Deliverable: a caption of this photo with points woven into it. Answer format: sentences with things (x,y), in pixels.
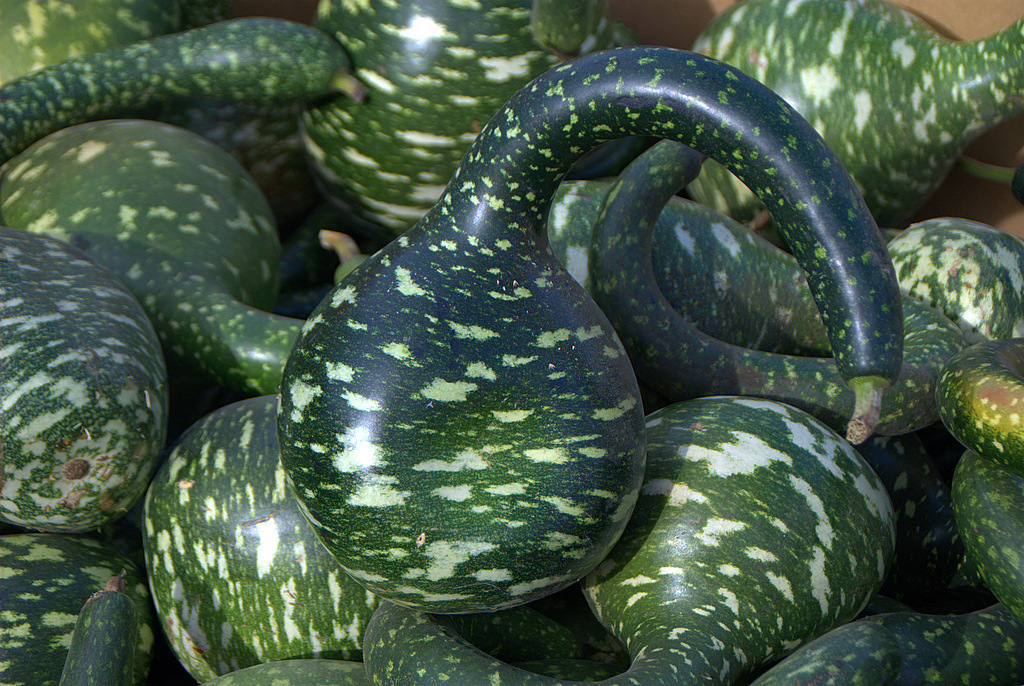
This is a zoomed in picture. In the center (433,353) we can see the green color objects (201,570) which seems to be the gourds (723,207).
